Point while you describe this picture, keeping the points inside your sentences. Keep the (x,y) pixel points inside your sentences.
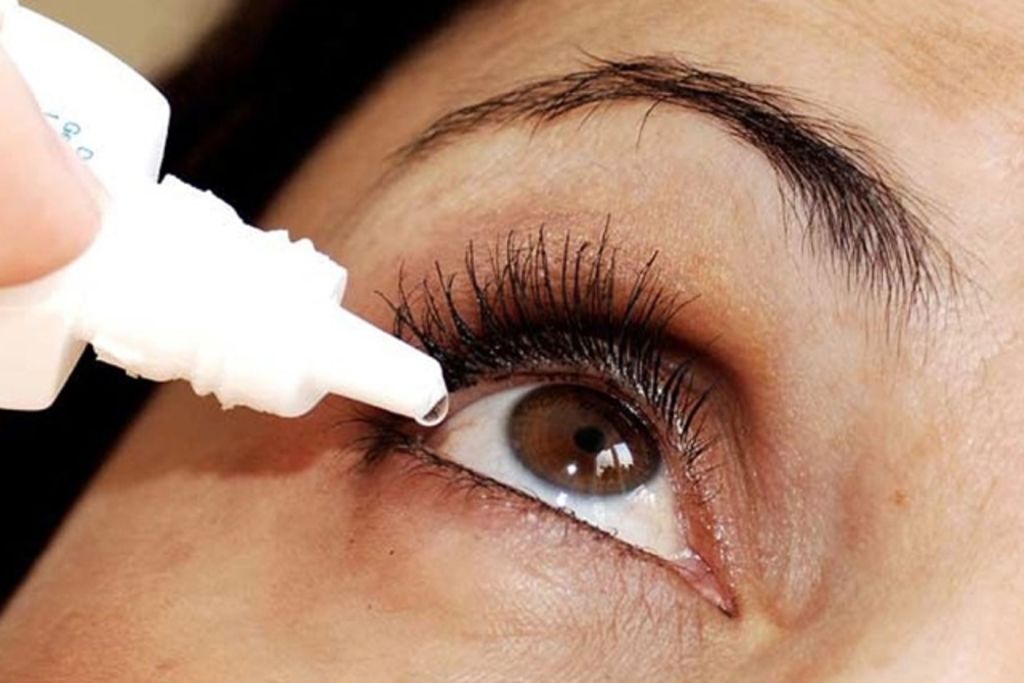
In this image I can see a person (92,195) is holding the white color bottle (227,233). In front (546,397) I can see the person face (637,420).
